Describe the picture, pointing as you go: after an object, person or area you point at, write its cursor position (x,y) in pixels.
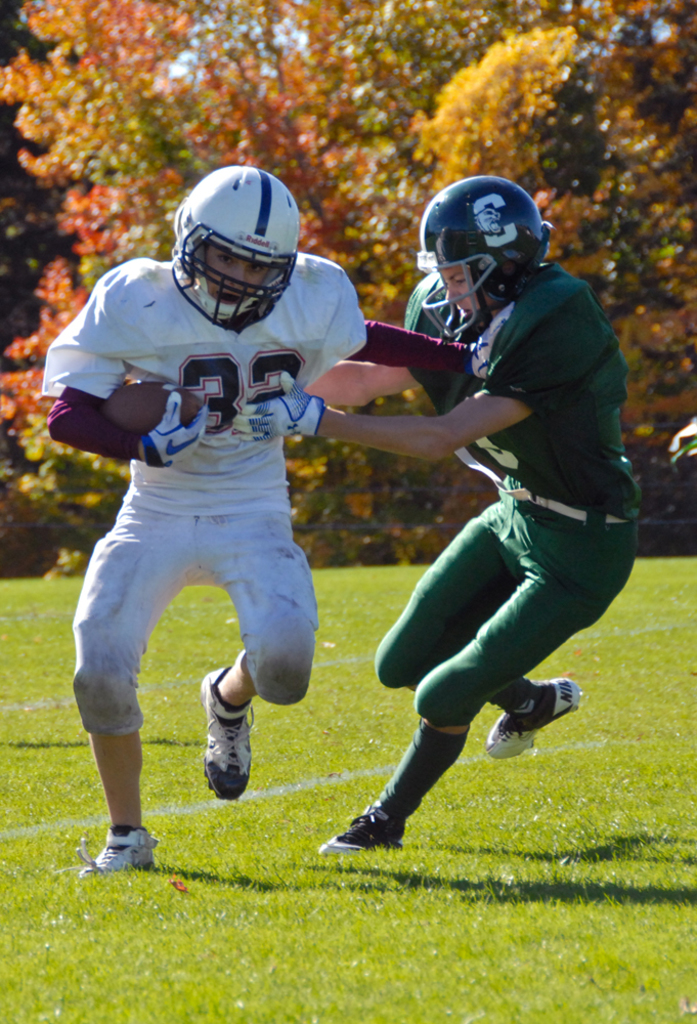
In this image we can see two persons (403,664) wearing helmets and gloves (179,409). One person (173,420) is holding a ball (124,412). On the ground (238,813) there is grass (429,924). In the background (576,256) there are trees (412,142).
